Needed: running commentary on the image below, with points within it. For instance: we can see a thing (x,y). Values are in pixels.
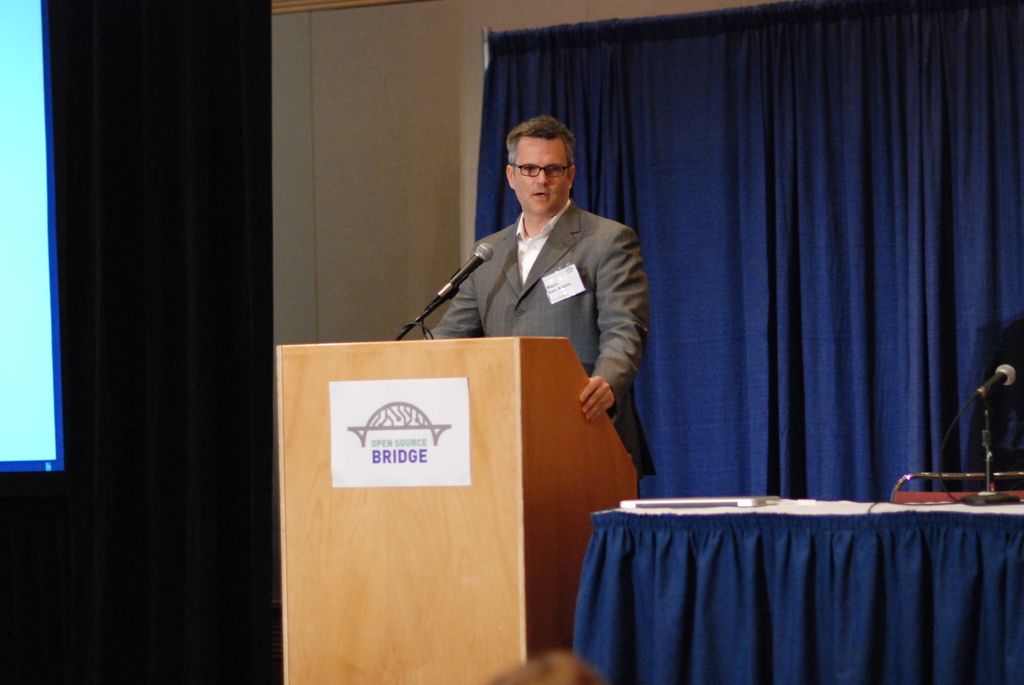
In this image, we can see a person (620,285). We can see the podium (399,378) and a few microphones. We can also see a table (675,517) covered with a cloth (750,517) and some objects (750,502) are placed on it. We can also see some curtains (115,449). We can see the poster (377,421) with some image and text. We can also see a projector screen (18,94) on the left (6,87). We can see an object (529,681) at the bottom (551,659).
